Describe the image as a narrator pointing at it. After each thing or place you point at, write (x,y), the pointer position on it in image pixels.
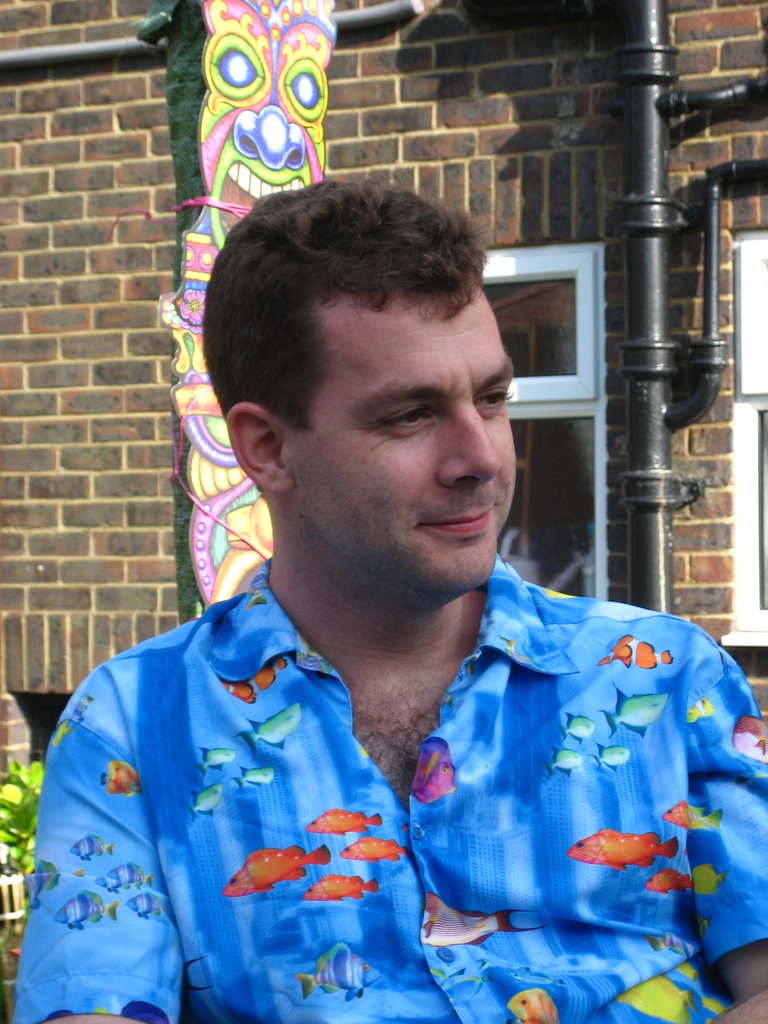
In this picture there is a person (408,743) wearing blue dress (430,878) and there is a building (342,50) behind it.
